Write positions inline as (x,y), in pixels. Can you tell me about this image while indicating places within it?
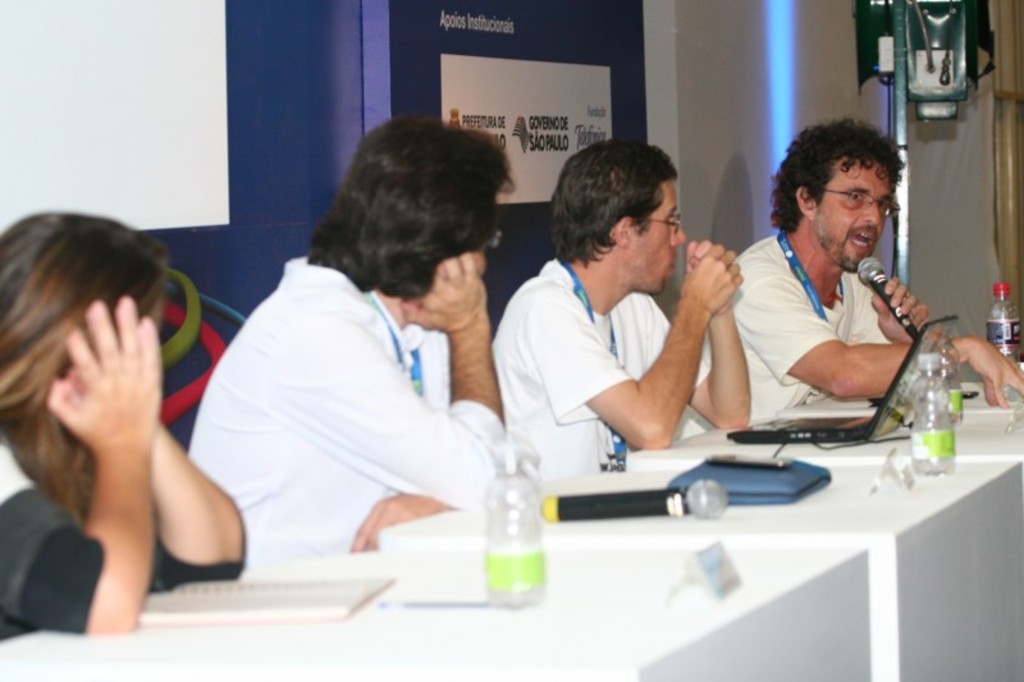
In this image I can see few people (489,369) sitting. One person (804,276) is holding mic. I can see a laptop (887,406), water bottle (501,563), book (350,600) and some objects (724,470) on the table (743,562). Back I can see white and blue color board (302,64).
